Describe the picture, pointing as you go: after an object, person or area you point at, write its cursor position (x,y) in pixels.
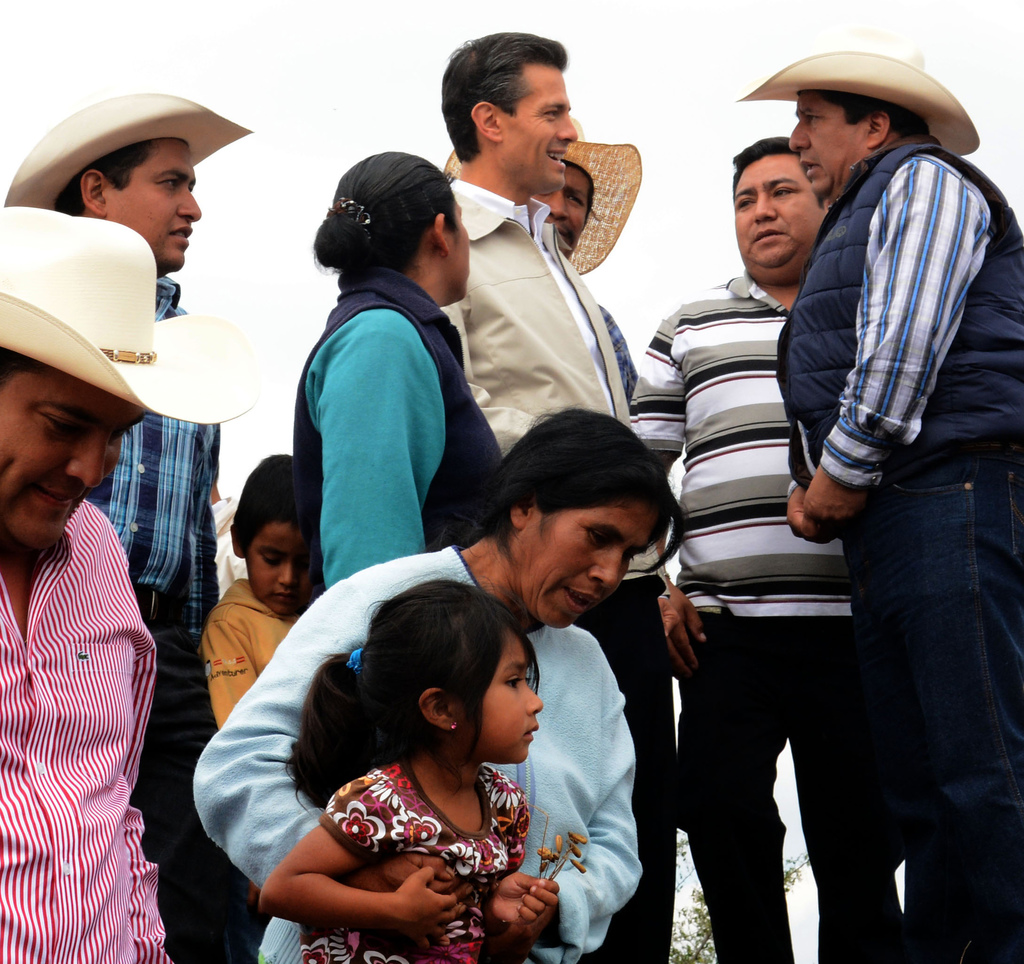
In this image we can see some persons (579,518). In the background of the image (694,911) there are plants (694,911) and the sky (795,19).
